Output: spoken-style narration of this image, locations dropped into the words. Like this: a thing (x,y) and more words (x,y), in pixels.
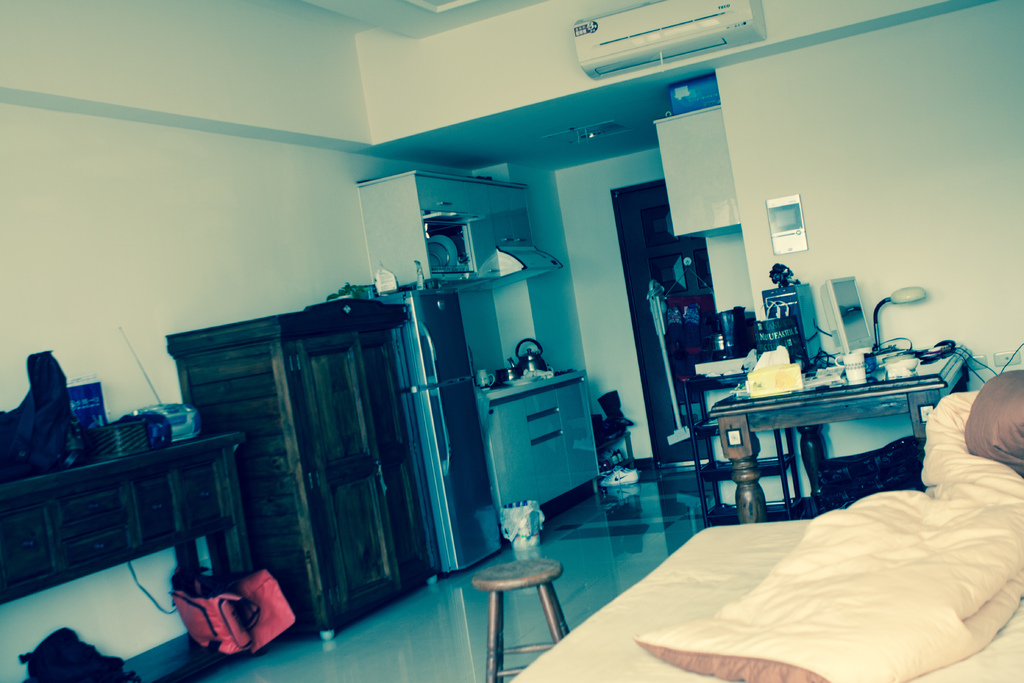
This picture is an inside view of a room (266,309). On the right side of the image (796,264) we can see a bed (620,666), blanket (867,540), table (874,395), wall (887,219). On the table (950,383) we can see lamp (915,300), screen (865,333), tissue papers box (769,390) and some other objects (776,327). On the left side of the image (329,482) we can see the wall (348,237), cupboard (397,408), refrigerator (484,446), bags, vessels (541,349), tables (134,513). On the table (146,462) we can see the bags (8,436), boxes (127,430) and some other objects (134,441). In the background of the image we can see air conditioner (681,51), board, wiper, plates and some other objects (439,268). At the bottom of the image (556,543) we can see the floor (452,601), table (523,587). At the top of the image (393,14) we can see the roof (520,162).
